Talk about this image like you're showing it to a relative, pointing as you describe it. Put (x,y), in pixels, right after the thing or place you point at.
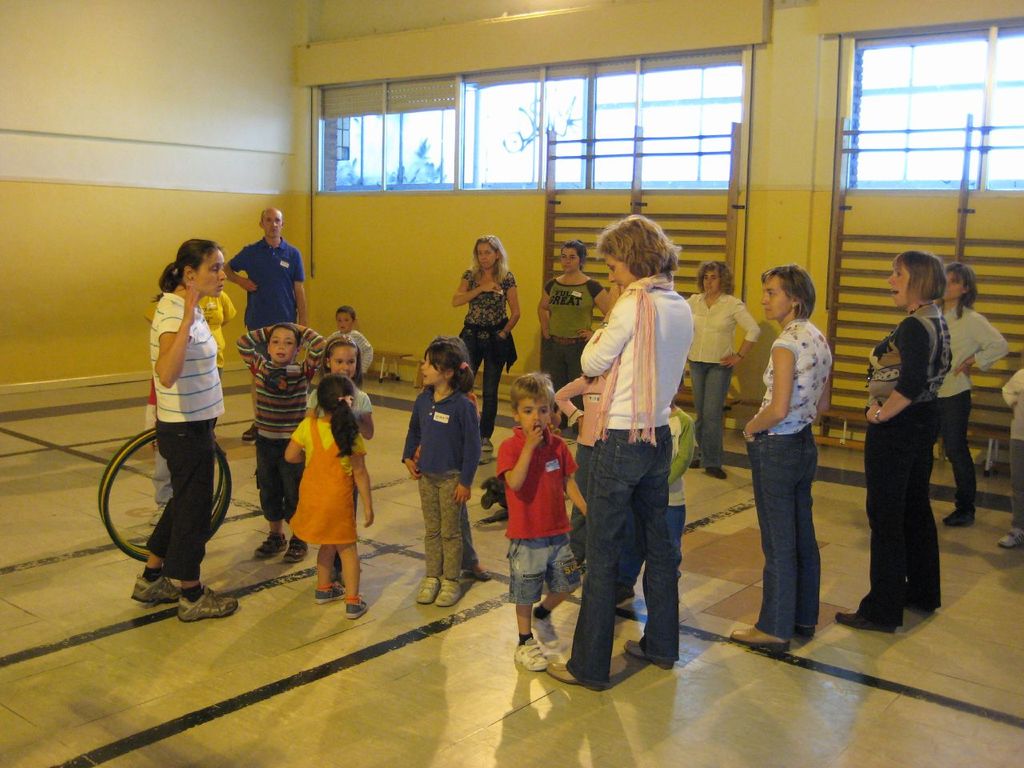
In this image in the center (568,300) there are some people (934,321) and some children (357,438) and one person (199,434) is holding rings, and at the bottom (168,613) there is floor (479,642). And in the background (784,177) there is wall (817,188), windows (954,162) and blinds (337,114).
